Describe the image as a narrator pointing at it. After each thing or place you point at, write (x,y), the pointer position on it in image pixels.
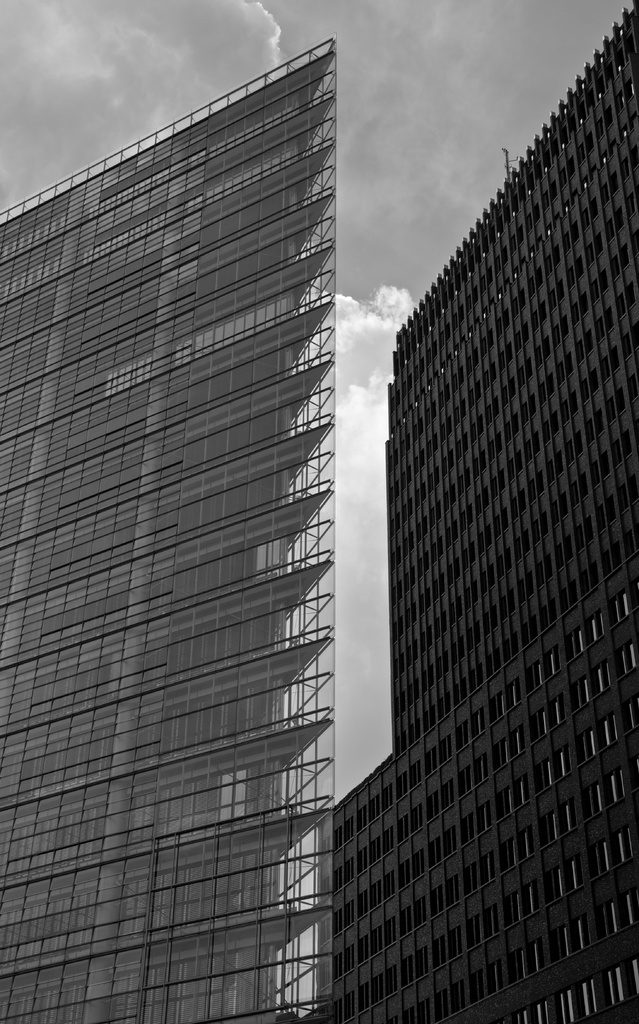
This is a black and white pic. Here we can see big buildings (453,747), poles (287,791), glass windows (296,798) and clouds (248,73) in the sky (248,73).
